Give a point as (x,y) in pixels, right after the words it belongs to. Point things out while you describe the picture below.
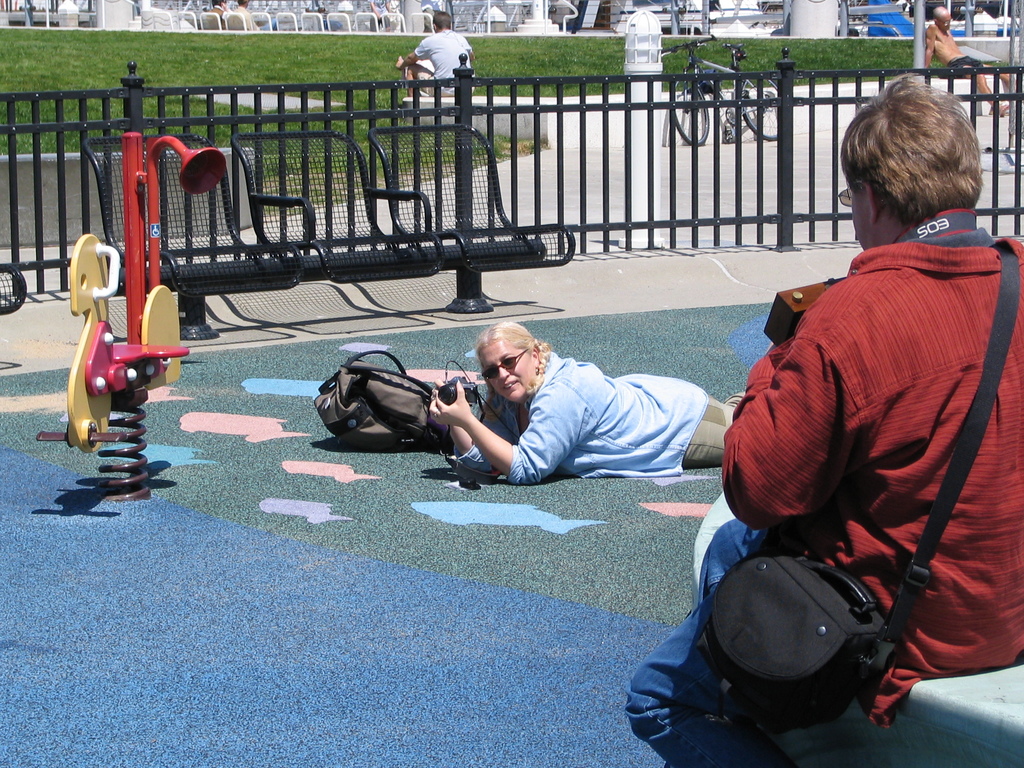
In the image there are two people (653,451) in the front (646,422), they are holding cameras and the woman (505,415) is lying on the ground (368,293) and behind them there is a man (443,46) and in front of the man (450,60) there is a lot of grass (272,64) and behind the grass surface (249,44) in the background (256,24) there are many empty chairs (285,15).
